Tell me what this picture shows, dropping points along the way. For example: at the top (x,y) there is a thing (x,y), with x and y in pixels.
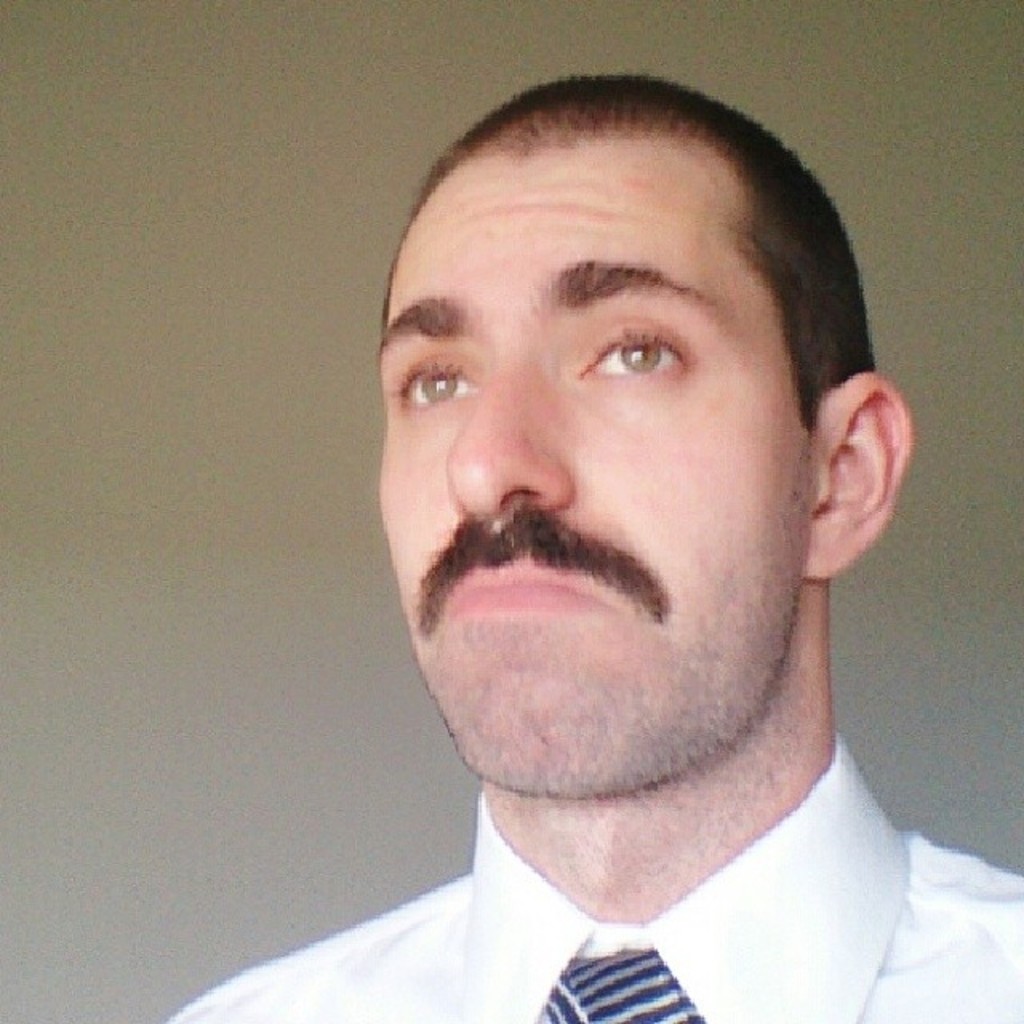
In the foreground of this image (636,987), there is a man (817,710) wearing white shirt (876,950) and a tie (616,993). In the background (205,451), there is a wall (199,509).
